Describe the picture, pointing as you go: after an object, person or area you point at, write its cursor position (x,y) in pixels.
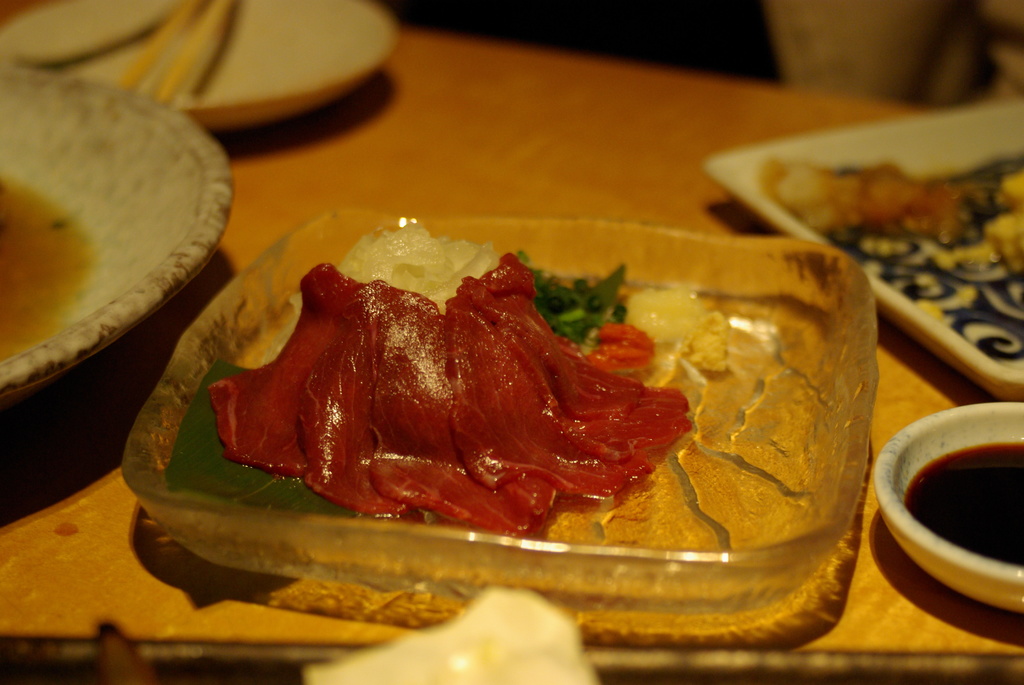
In this picture I can see food (484,367) in the bowls (90,88) and a tray (936,253) and I can see sauce (961,494) in the bowl (1019,582) and couple of chopsticks (182,75) in the plate (193,104) on the table (723,190).
